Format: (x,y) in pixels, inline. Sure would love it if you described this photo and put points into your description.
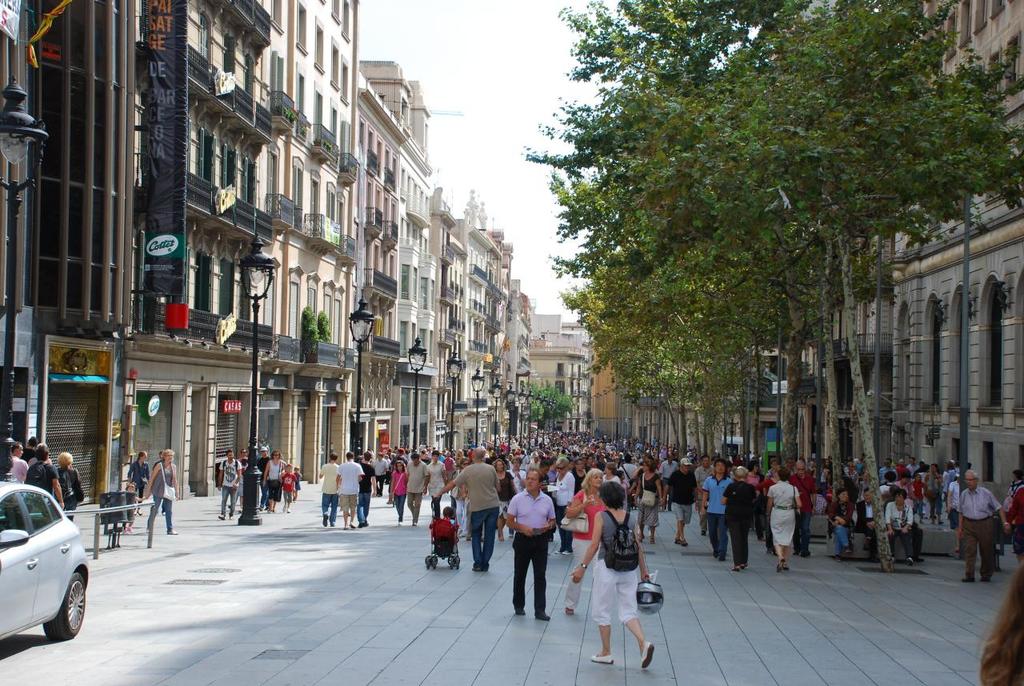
In this image we can see many buildings (957,316), there are windows (908,325), there are trees (797,256), there are lamps (1001,286), there are group of persons (667,463) standing on the ground (21,650), there is a pole (414,423), there is a car (29,555) on the road (102,643), there is sky (534,108) at the top (531,113).
